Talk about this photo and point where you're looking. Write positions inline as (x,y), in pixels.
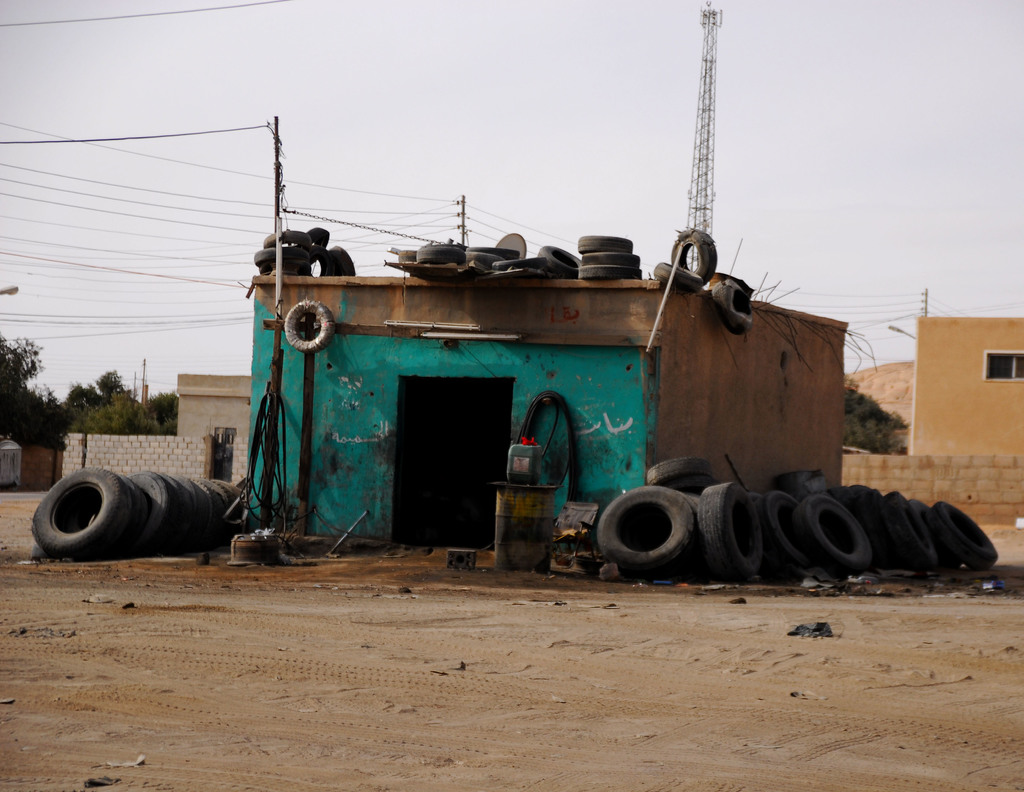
In this image, we can see a shed (668,319) in between tyres (230,529). There is a tower (703,166) and some tyres (684,272) in the middle of the image (621,275). There is a wall (192,441) on the left (176,447) and on the right side of the image (925,479). In the background of the image (945,91), there is a sky (319,117).
